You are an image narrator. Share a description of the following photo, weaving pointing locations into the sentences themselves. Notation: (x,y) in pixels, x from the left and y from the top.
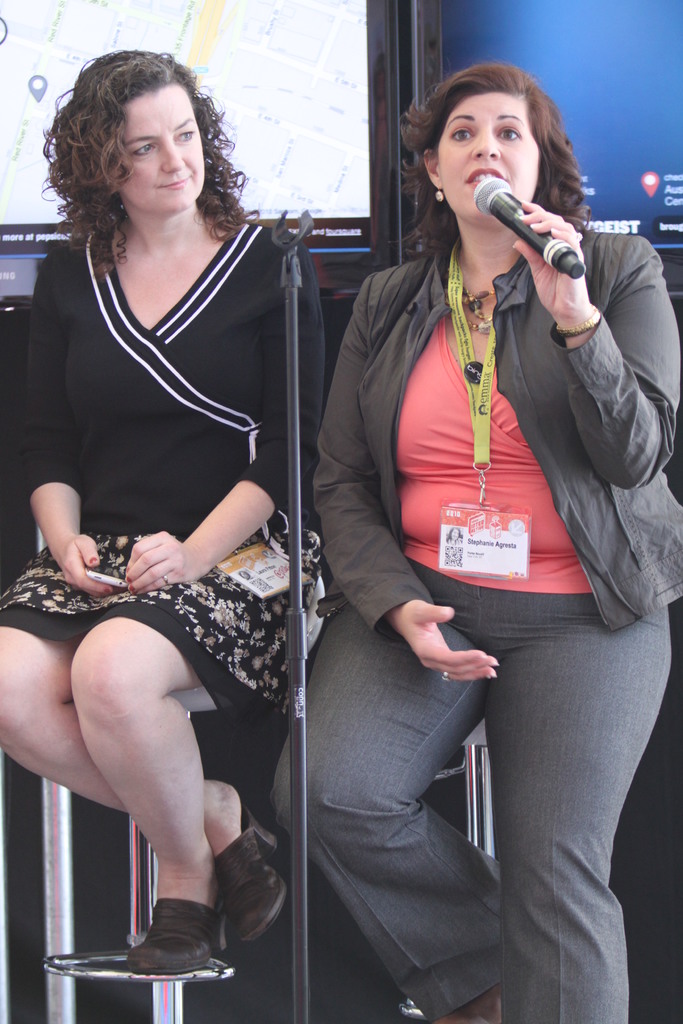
In this image I can see two women (465,611) are sitting on the stools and one of them is holding a microphone (483,202) in her hand (572,280). I can see two screens (285,42) behind them and a microphone stand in front of them.
